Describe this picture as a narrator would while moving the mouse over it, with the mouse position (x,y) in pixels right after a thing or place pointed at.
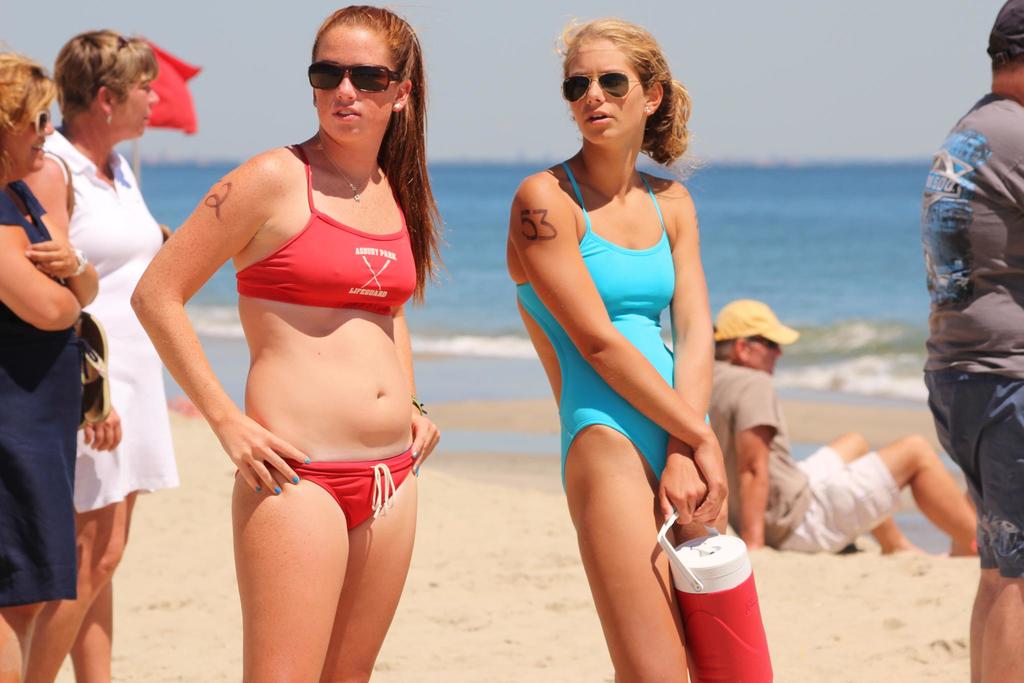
This image is taken at the beach (434,512). In this image we can see the woman (382,40) standing. There is also a man (783,433) wearing the cap (740,312) and sitting on the sand (834,614) and in this image we can see three women (657,74) wearing the glasses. In the background (918,109), we can see the water (761,227) and also the sky (768,92).
